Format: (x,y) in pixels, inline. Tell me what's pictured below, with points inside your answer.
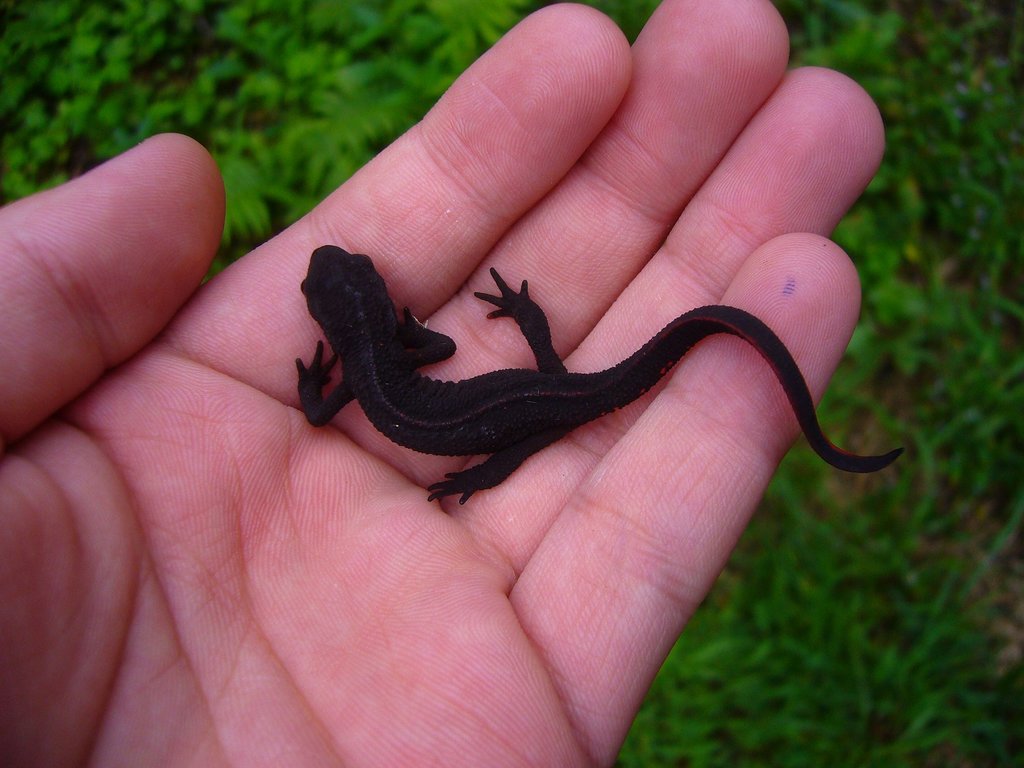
In this picture we can see an amphibian (475,400) on the hand (262,301) of a person (437,765). Some grass (240,138) is visible on the ground (964,148).
